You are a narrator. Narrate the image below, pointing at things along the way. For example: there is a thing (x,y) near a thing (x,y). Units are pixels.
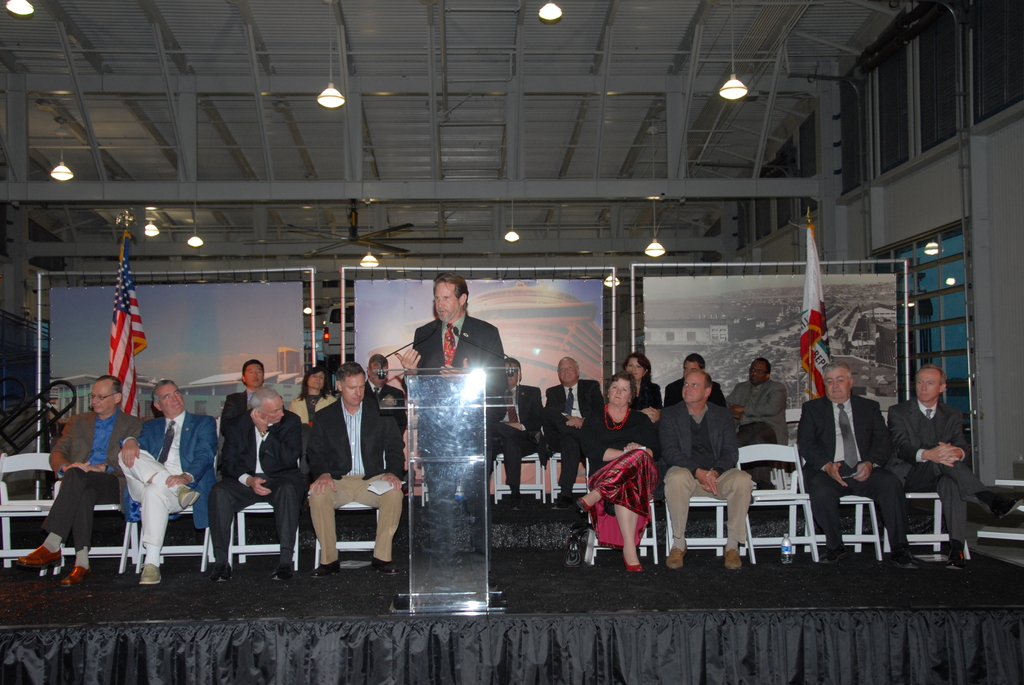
In this image I see number of people (379,420) in which most of them are sitting on chairs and I see that this man (455,353) is standing in front of a podium (442,410) and I see the mics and in the background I see 2 flags (116,315) which are colorful and I see the lights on the ceiling (770,189) and I see few pictures (728,303) over here and I see the black color curtain (351,654).
